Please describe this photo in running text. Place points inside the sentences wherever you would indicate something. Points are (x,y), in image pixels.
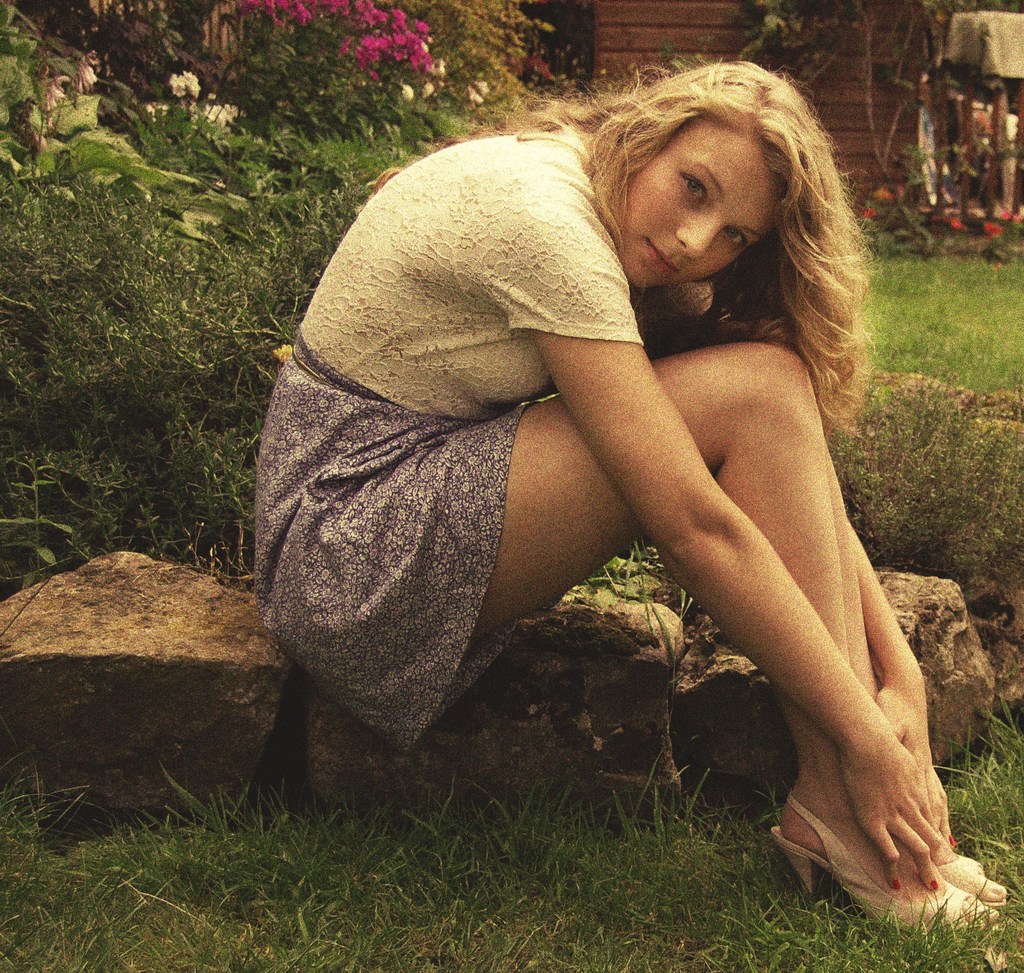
In this image I can see a woman (663,432) is sitting in front (315,402). In the background (114,235) I can see plants (381,30) and different types of flowers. I can also see grass (658,857) in the front (641,835) and in the back (927,342).
